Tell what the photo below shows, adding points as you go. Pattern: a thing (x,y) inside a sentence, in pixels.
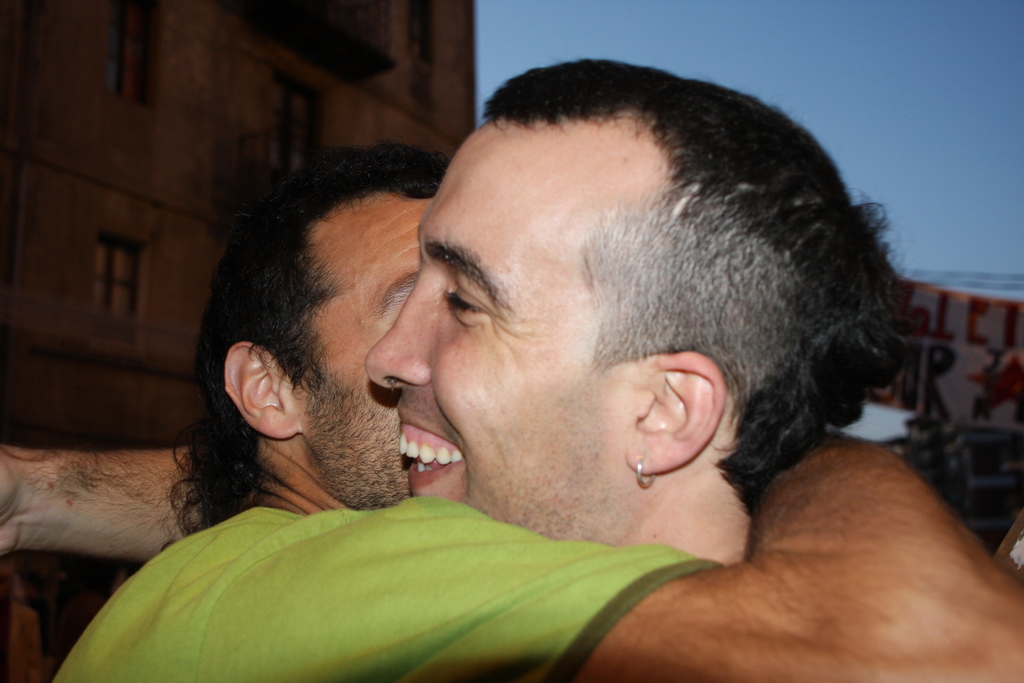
In the foreground of this picture (612,399), there are two men (583,445) hugging each other. In the background (165,164), we can see the building (404,41) and the sky (875,106).
